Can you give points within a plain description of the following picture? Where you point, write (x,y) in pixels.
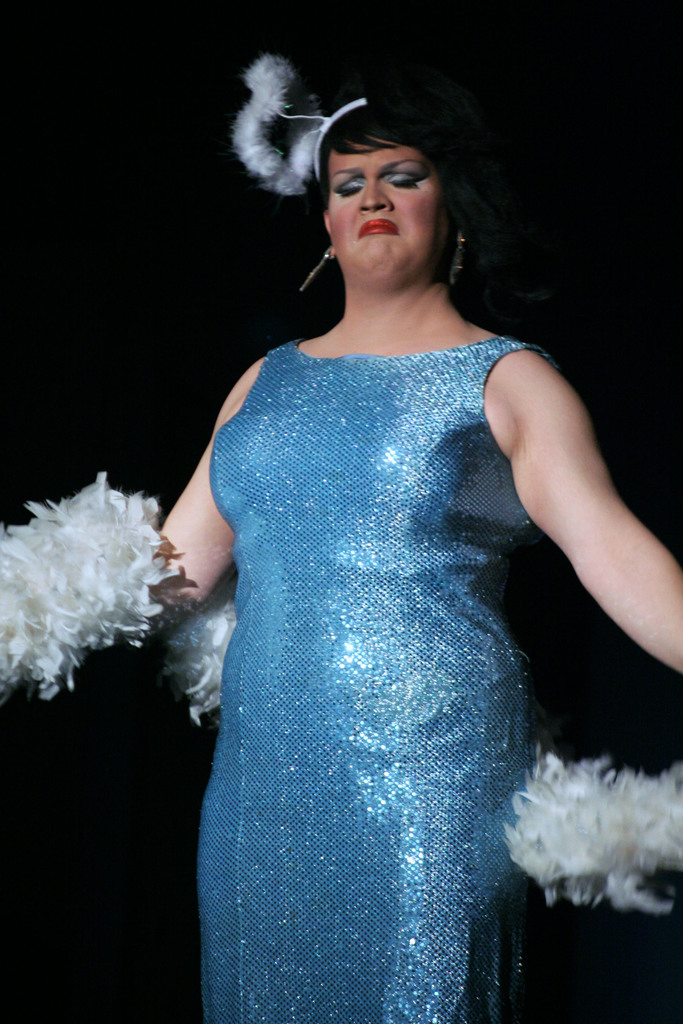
In the picture we can see a woman (273,871) standing a blue dress (302,742) and holding something in the hand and dancing and behind her we can see dark.
